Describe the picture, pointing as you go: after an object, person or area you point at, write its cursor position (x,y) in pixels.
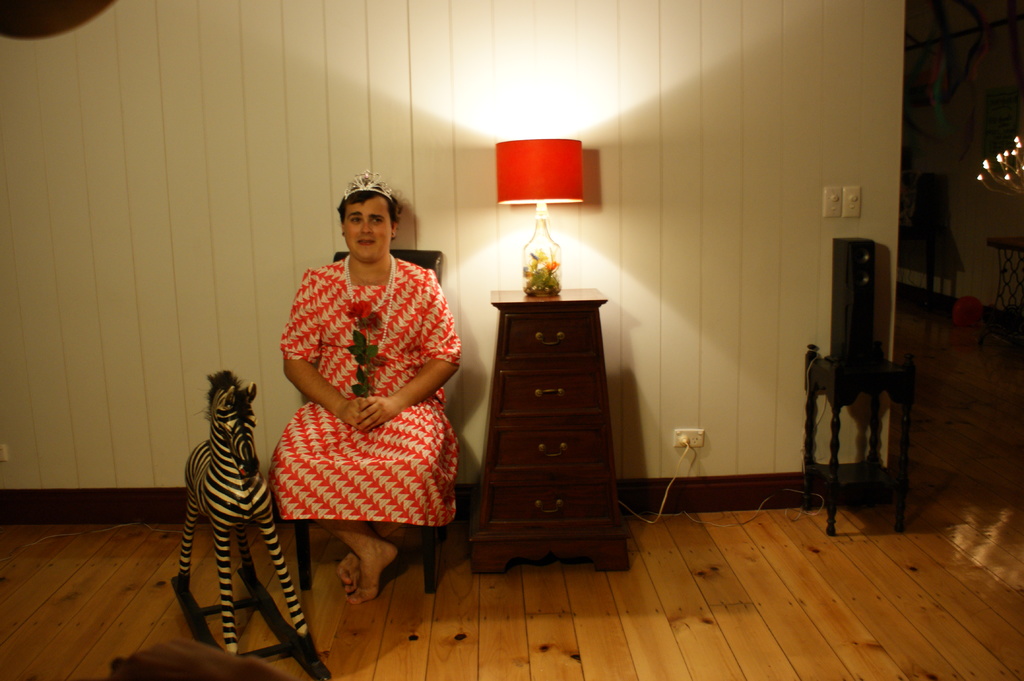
This is an inside view. Here I can see a person (390,333) holding a flower (365,390) in the hands (362,409) and sitting on the chair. Beside this person (381,368) there is a table (540,371) on which a lamp (547,255) is placed. On the left side (230,459) there is a toy (217,508) placed on the ground (60,603). On the right side (870,408) there is a wooden object (874,479). In the background (740,164) there is a wall (395,98).
